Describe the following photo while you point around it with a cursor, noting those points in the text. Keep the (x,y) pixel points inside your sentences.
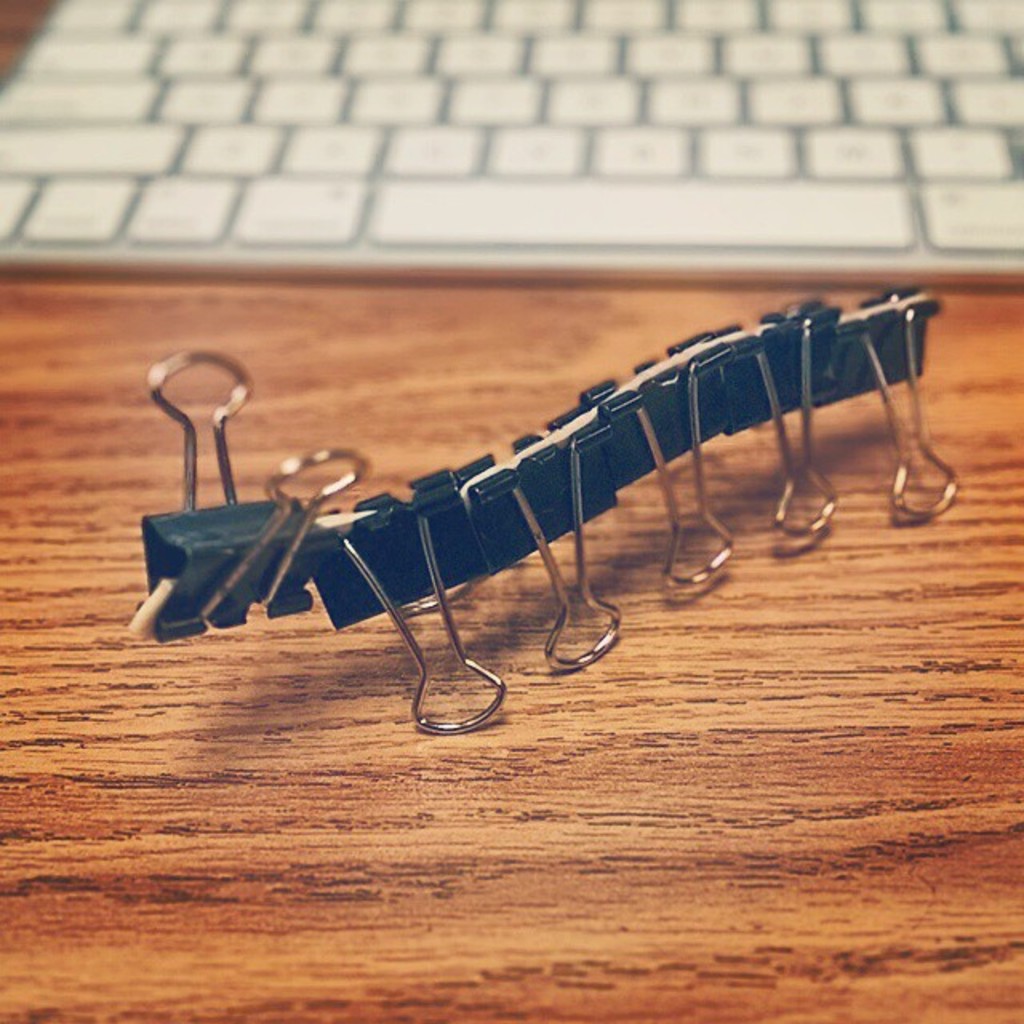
In this picture I can see a keyboard (502,181) and few paper clips (506,567) on the table (71,1018).
